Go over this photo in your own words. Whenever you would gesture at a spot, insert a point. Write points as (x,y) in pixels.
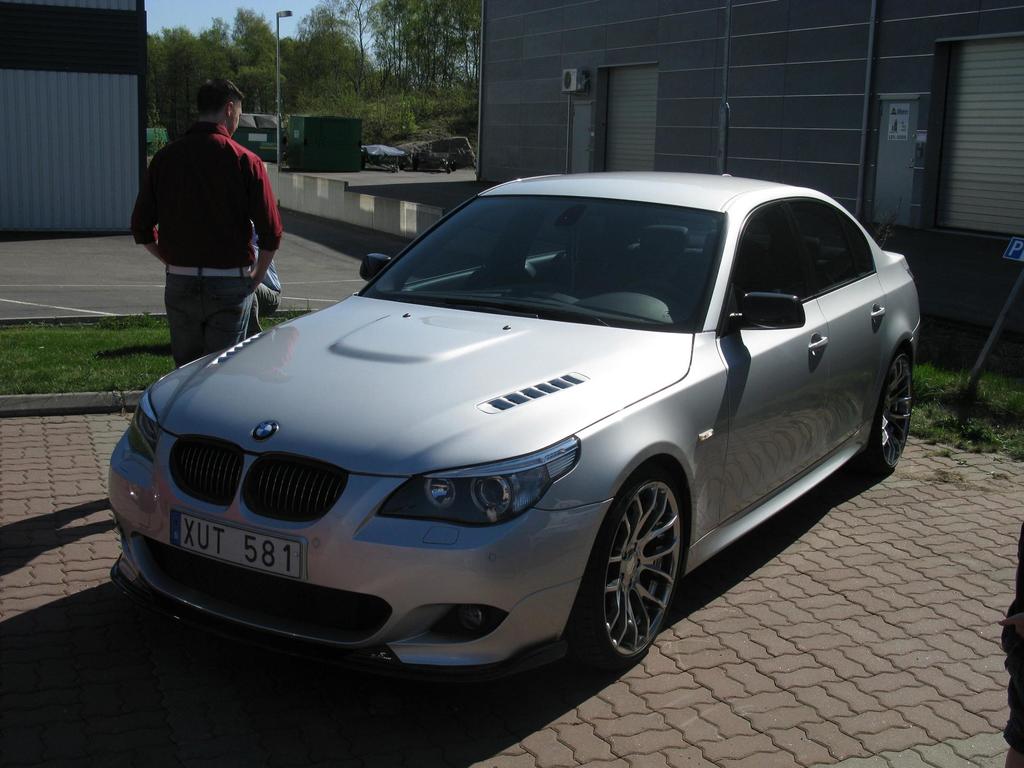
In this image, in the middle (515,279), we can see a car (814,243) which is placed on the road (837,708). On the right side (1006,259), we can see a board (1017,245) and a pole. On the right side (1023,67), we can see a building (932,143), window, air conditioner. On the left side (205,201), we can see a man (193,206) wearing a red color shirt (222,240) is standing. On the left side (117,181), we can also see a building (20,227). In the background (453,137), we can also see a person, few vehicles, trees (322,91), pole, plants (431,93). At the top (207,8), we can see a sky (193,16), at the bottom (610,677), we can see a road (812,682) and a grass (110,367).
